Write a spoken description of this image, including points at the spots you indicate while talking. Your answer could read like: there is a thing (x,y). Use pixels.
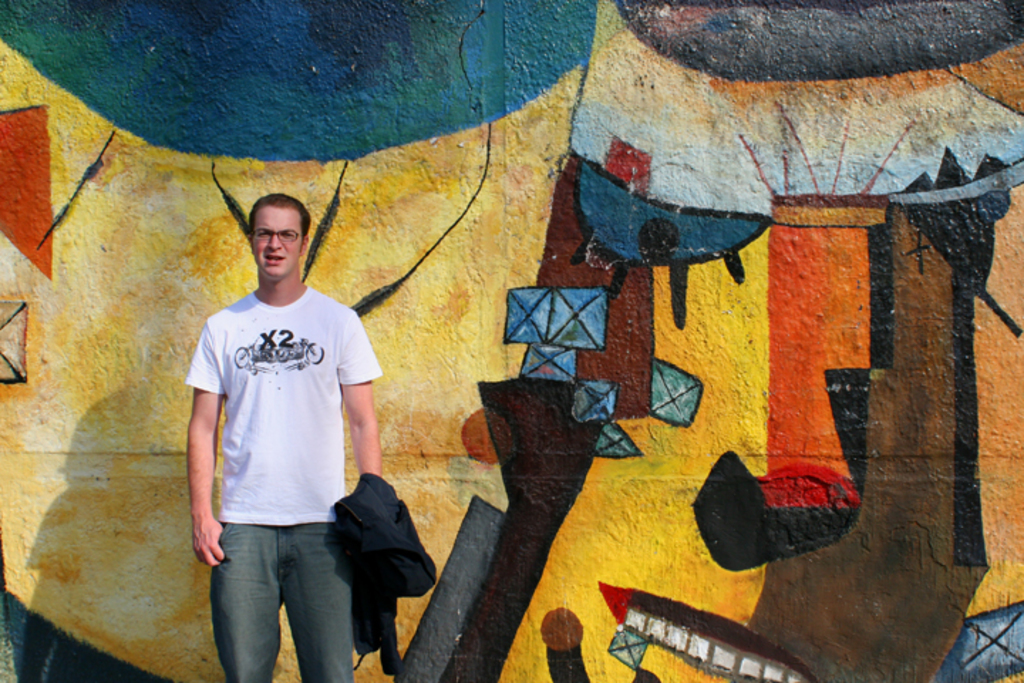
Here we can see a man (267,461) standing and carrying a jacket (375,558) on his hand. In the background (351,247) we can see paintings (217,495) on the wall (494,237).
